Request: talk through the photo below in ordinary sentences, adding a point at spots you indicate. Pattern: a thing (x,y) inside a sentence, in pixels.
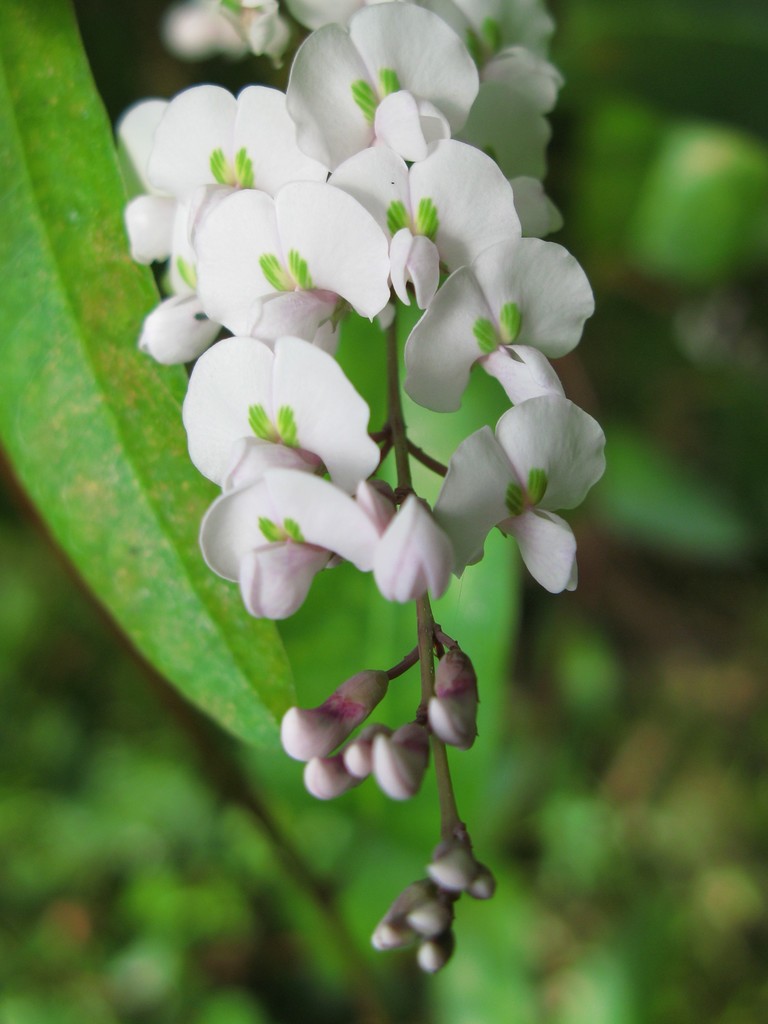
In this image there are flowers (553,218) and buds (436,574) to a stem (422,716). Behind it there are leaves (448,589). The background (178,895) is blurry.
